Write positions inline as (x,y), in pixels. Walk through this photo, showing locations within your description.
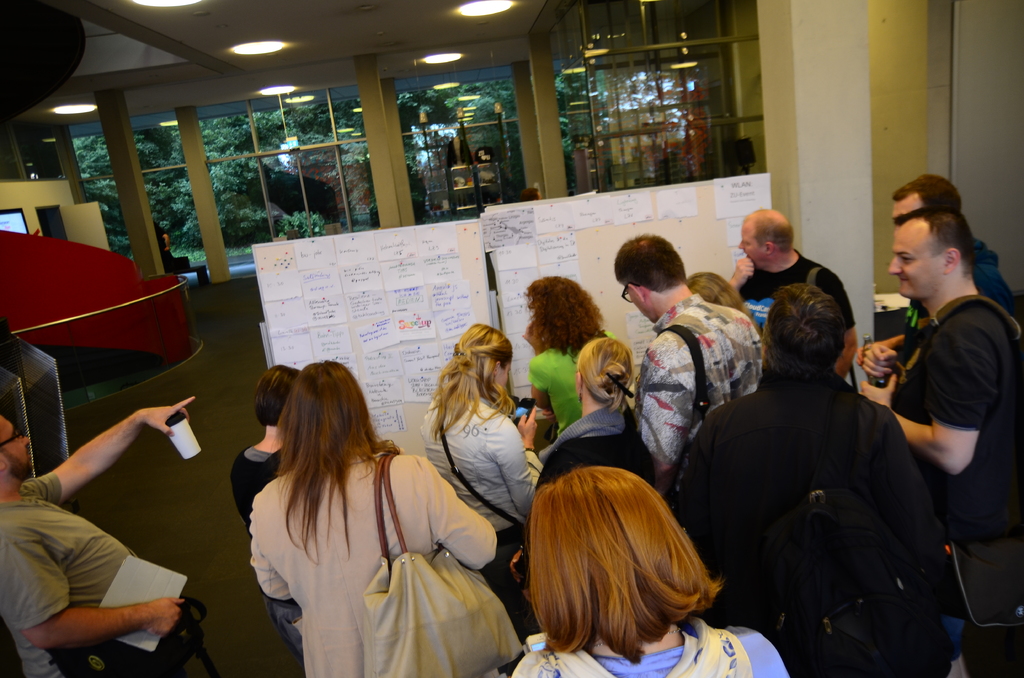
In the picture there are a group of people (406,512) standing in front of two boards (438,282) and many papers (374,302) with some information were attached to that boards (406,291) and in the background (27,125) there are windows (162,157) and doors (326,154), behind them there are many trees (409,130).
